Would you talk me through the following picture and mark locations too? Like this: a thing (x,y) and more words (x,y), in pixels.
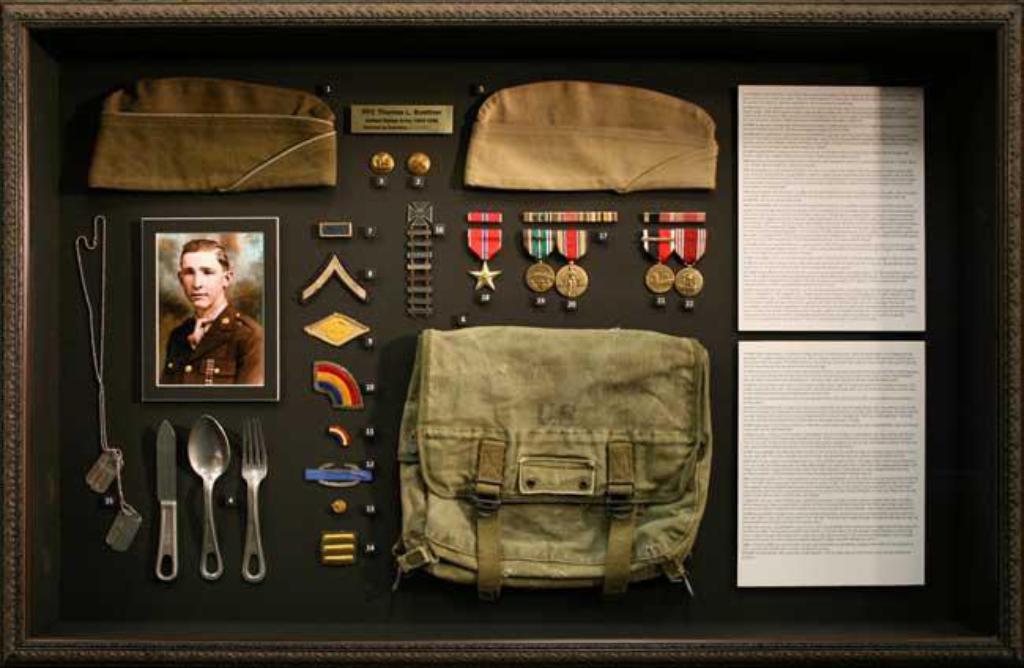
In this image we can see a photograph (202,363), fork (250,476), spoon (195,461), knife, chain (105,431), badges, bag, caps (635,134) and papers (814,235) on the black color surface (398,56).
